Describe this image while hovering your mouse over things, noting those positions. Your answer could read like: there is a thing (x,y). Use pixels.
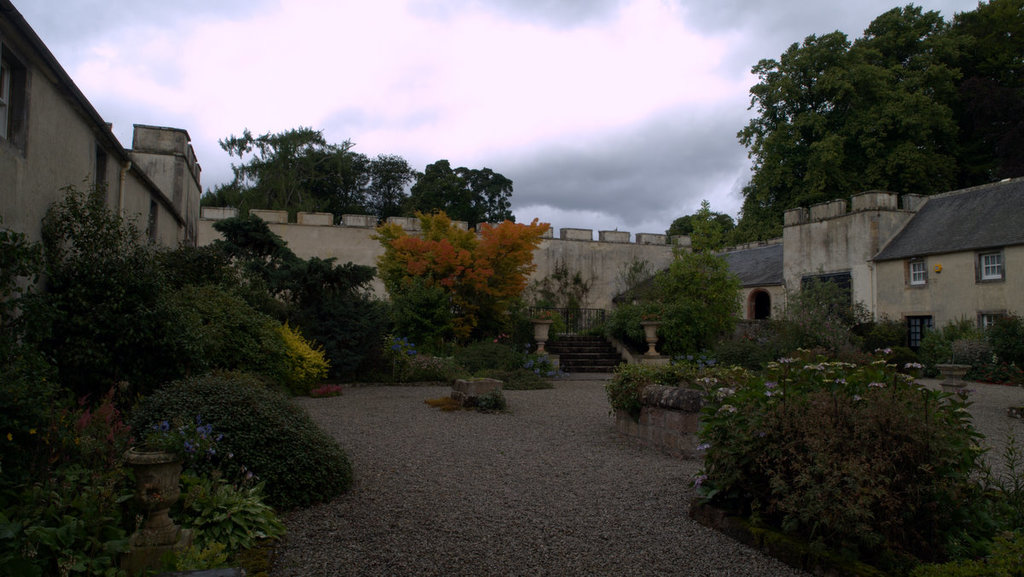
In this image I can see number of plants (681,362) and number of trees (325,301). On the left side (173,232) and on the right side of this image (769,253) I can see few buildings (906,290) and windows (979,256). In the background (223,124) I can see clouds (680,57) and the sky (354,106).
